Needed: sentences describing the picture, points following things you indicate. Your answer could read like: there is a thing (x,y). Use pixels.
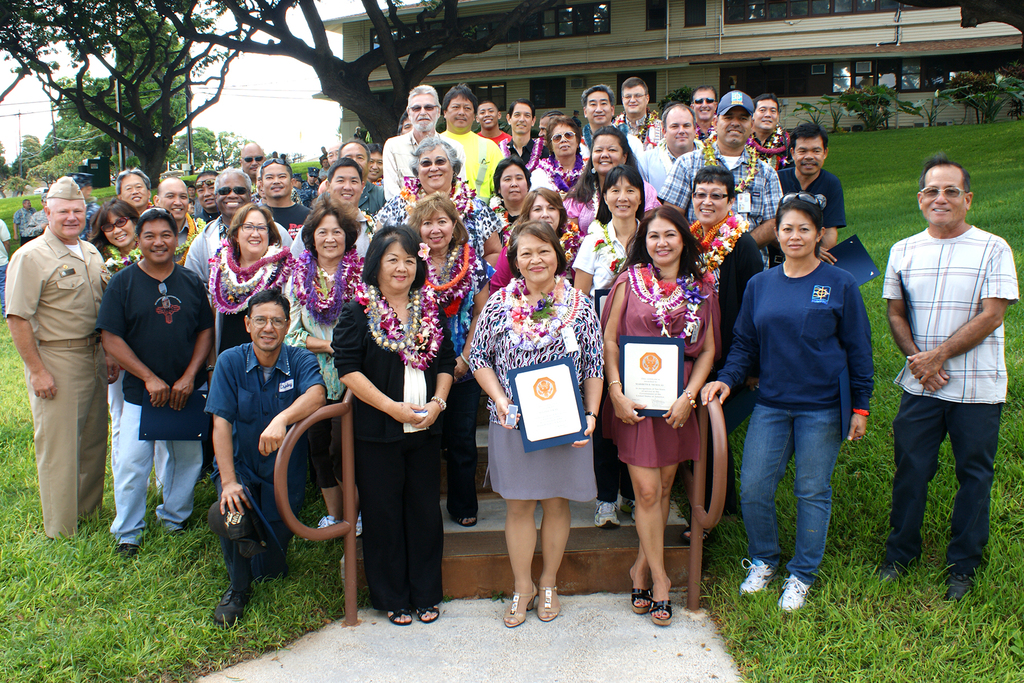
There are group of people (613,417) standing and smiling. This man (233,571) is sitting on his knee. Among them few people (170,240) are holding the files (528,404) in their hands (500,413) and few people (545,178) wore colorful garlands (236,268). This is the grass (932,590). In the background (716,76), I can see the buildings (667,59) with the windows (960,60). These are the trees (139,26) with branches (366,66) and leaves (125,56). I can see the bushes (878,119).
